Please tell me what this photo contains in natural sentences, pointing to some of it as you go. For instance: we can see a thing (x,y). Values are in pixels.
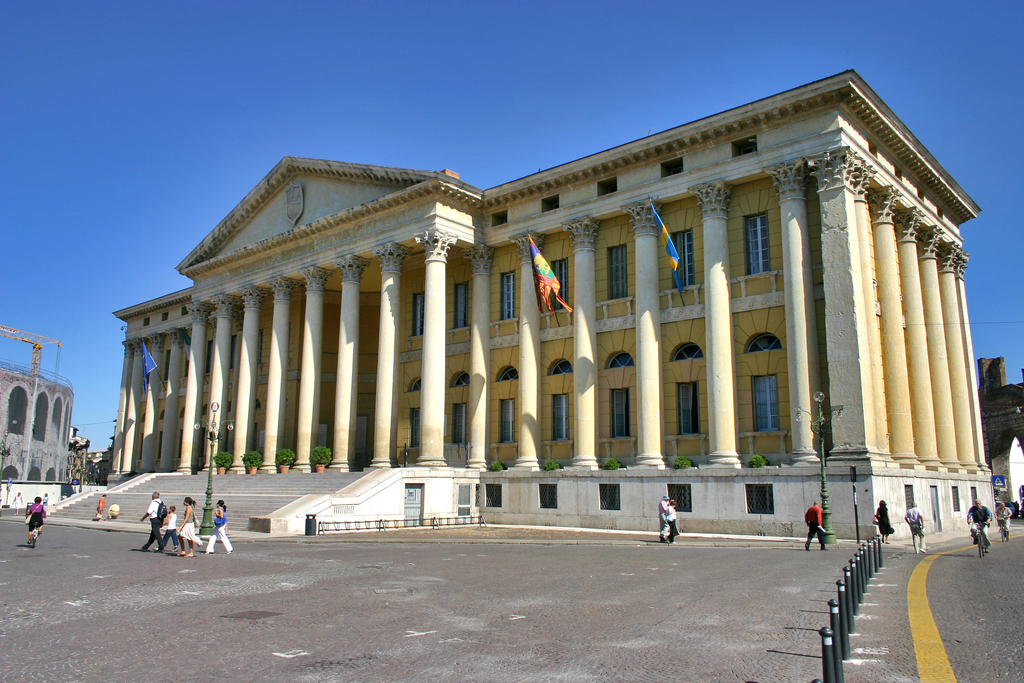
In this image in the center (488,338) there is a building (342,395), and on the left side (50,411) there is another building (28,440) and we could see some stairs (261,486), flower pots (321,465), plants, pillars (182,453), flags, poles (212,454), boards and some people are walking. And there is a railing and some rods (868,544), at the bottom (417,634) there is a road (515,618) and in the background (984,378) there are some buildings (997,373). At the top (578,15) there is sky (250,130).
